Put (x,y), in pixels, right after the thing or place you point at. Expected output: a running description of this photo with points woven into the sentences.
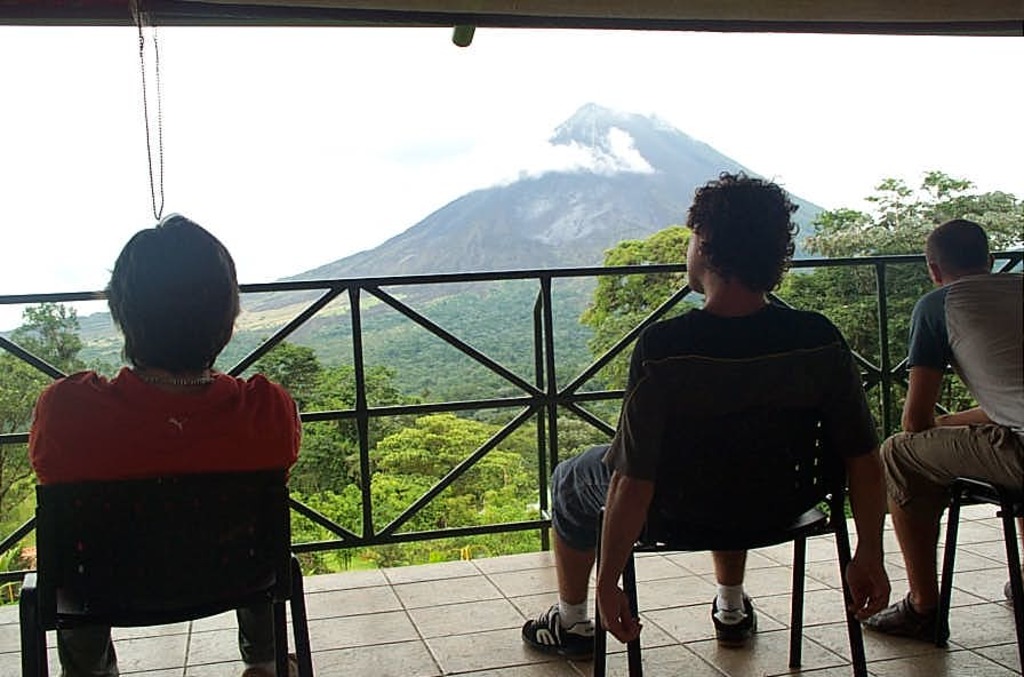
In the foreground (967,257) I can see three persons (963,245) are sitting on the chairs (172,584). In the background (483,545) I can see a fence (480,356), trees (436,313), mountains (577,197) and the sky (366,194). This image is taken during a day.
